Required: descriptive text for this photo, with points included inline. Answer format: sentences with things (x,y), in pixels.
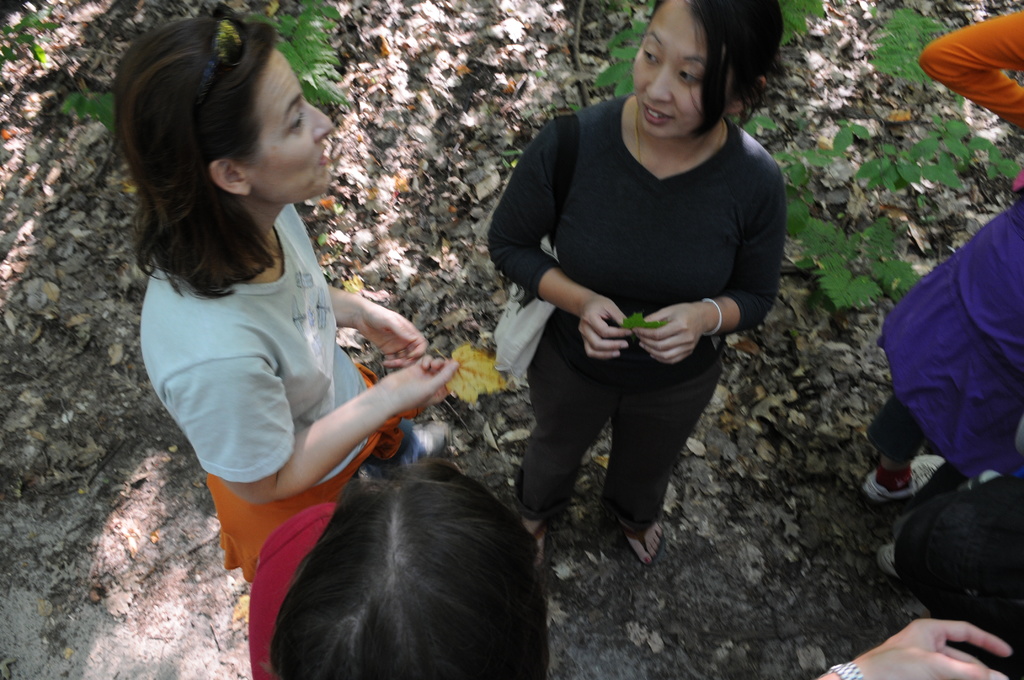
In the center of the image (385,328) we can see three people (376,404) standing. On the right (980,395) there are people (974,426). In the background (884,152) we can see plants (89,107).
